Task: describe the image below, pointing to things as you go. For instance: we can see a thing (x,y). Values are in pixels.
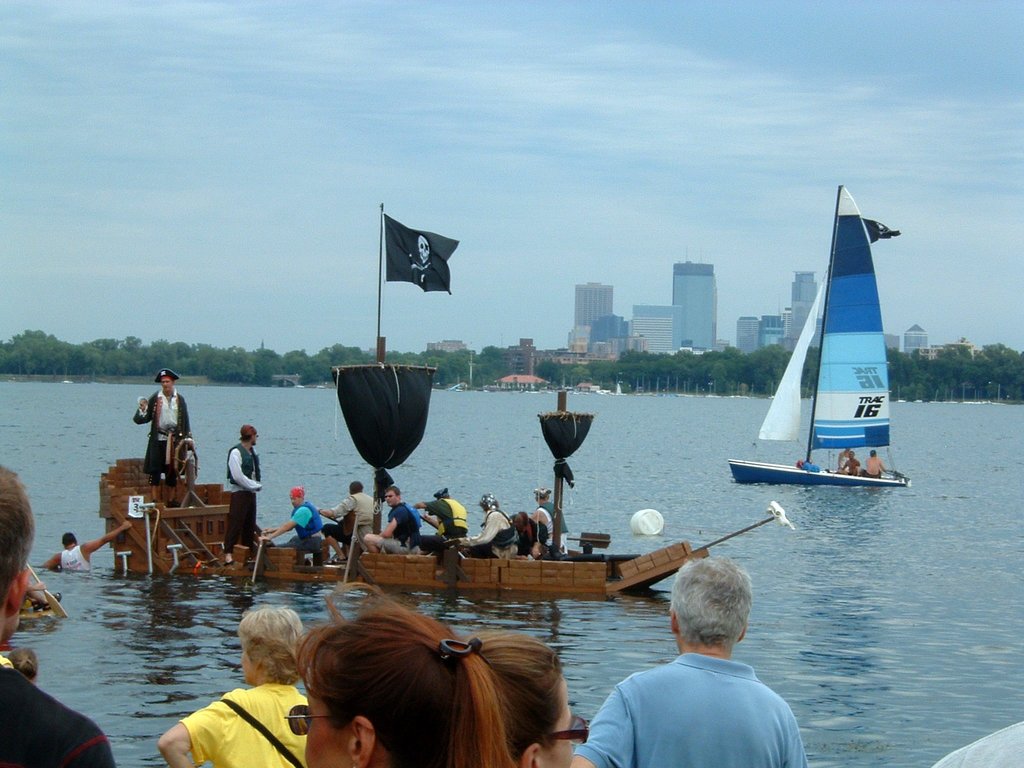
In this picture, we see many people (534,540) sitting in the boat (374,555). The man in pirate costume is sailing the boat (444,582) in the water (479,498). On top of the boat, we see a black color flag (406,271). Beside that, we see a yacht (854,444). At the bottom of the picture (428,660), we see people (327,735) standing. There are many trees (494,363) and buildings (683,294) in the background (738,379). At the top of the picture (600,156), we see the sky (636,82).
